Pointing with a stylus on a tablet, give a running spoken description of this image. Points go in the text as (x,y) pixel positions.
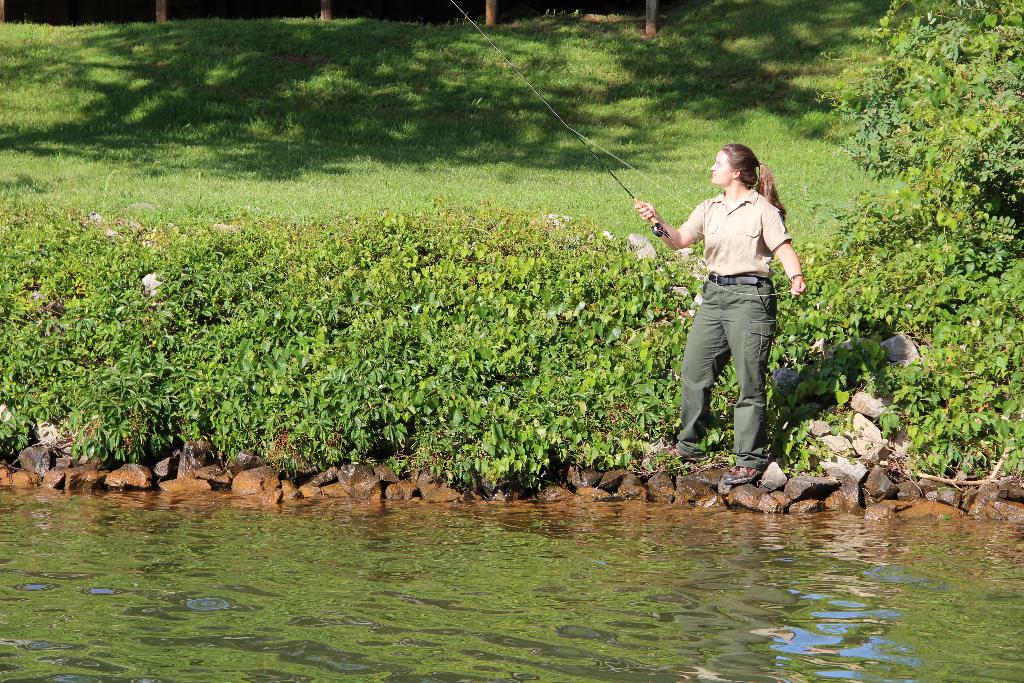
In this picture I can see there is a woman (748,332) standing here and she is holding a fishing rod (653,230) and there are few plants (985,59), lake (31,667), grass (569,96) and trees (985,59) here.
